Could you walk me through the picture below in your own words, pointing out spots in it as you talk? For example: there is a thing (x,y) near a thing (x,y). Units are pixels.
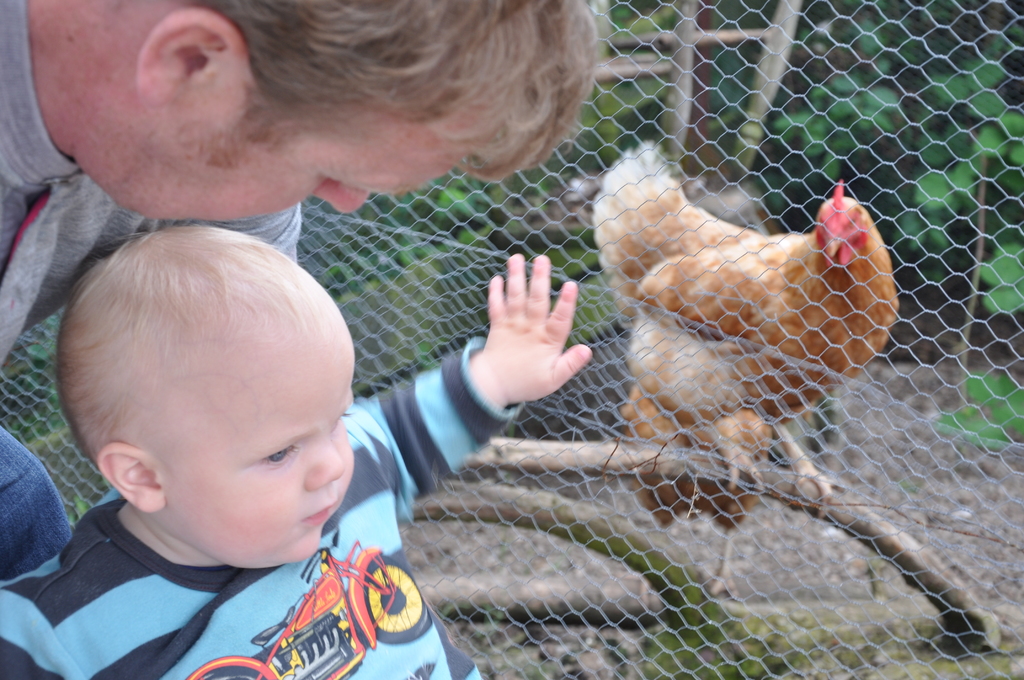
In the image there is a man (248,99) and a baby (100,612) standing on the left side (327,443) and behind them there is a net (768,237) with a hen (836,288) standing on a plant (831,509) behind it, followed by plants (993,293) on the land (1023,345).
